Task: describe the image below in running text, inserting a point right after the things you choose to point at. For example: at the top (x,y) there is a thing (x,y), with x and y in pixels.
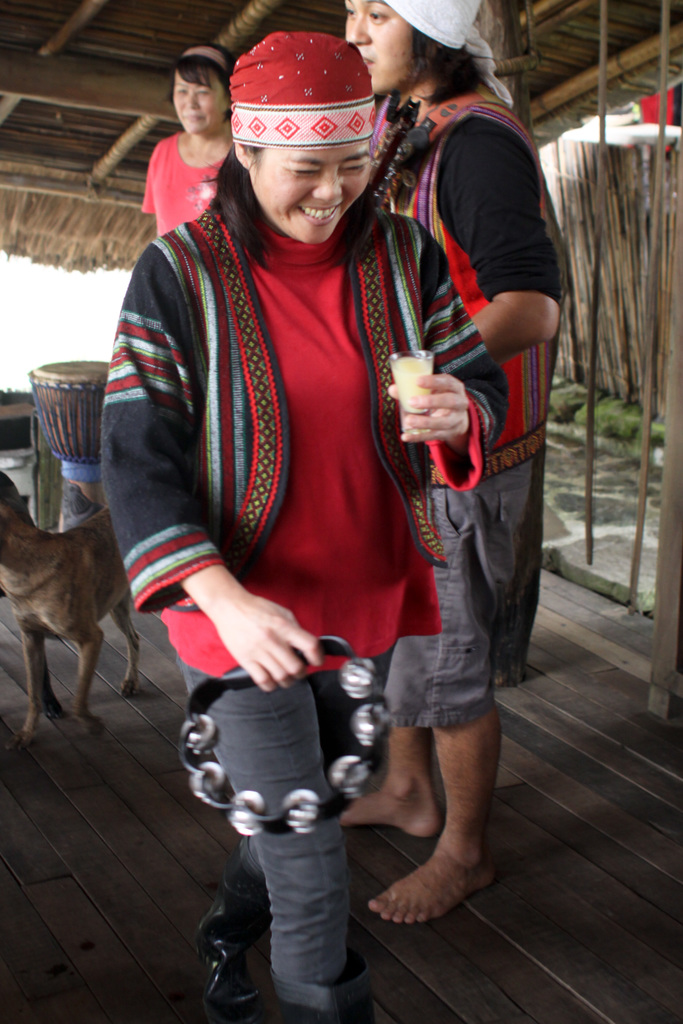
In this image I can see people (282,443) standing among them this person (258,551) is holding some objects (309,794) in hands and smiling. In the background (34,664) I can see a dog (44,646), musical instruments (62,422) and other objects (14,407).
